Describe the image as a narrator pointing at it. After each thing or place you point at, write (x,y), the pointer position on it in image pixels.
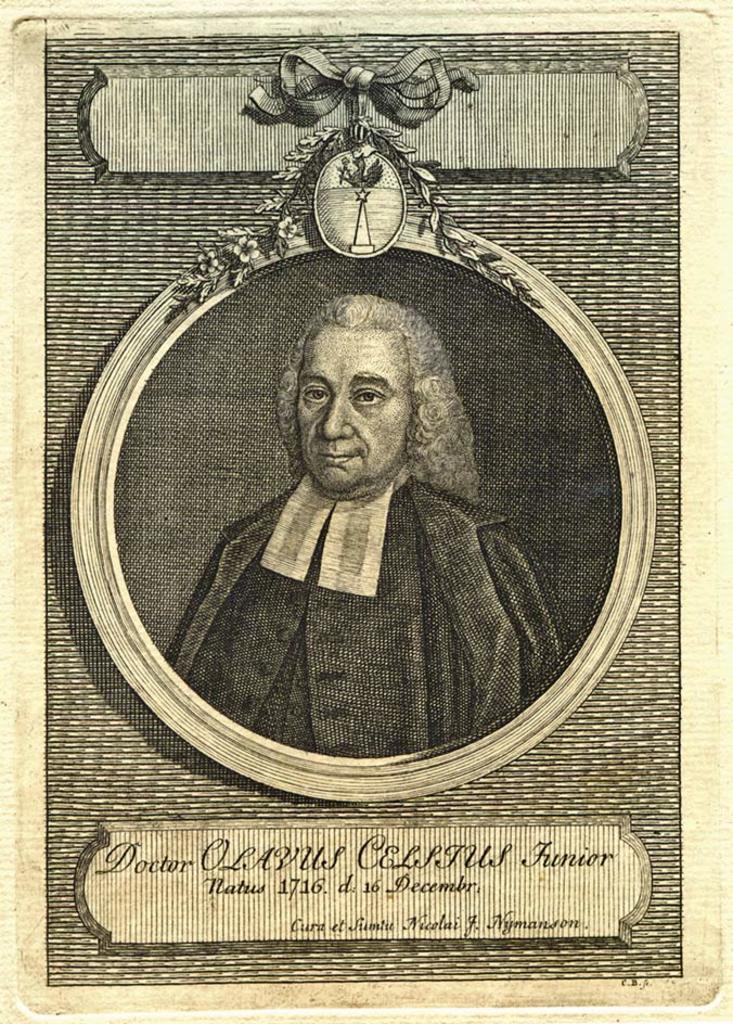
This image consists of a poster (449,330) with a few images (258,548) and there is a text (466,887) on it. In the middle of the image (337,455) there is an image (351,420) of a man (334,481) and there is a bow (322,71).
